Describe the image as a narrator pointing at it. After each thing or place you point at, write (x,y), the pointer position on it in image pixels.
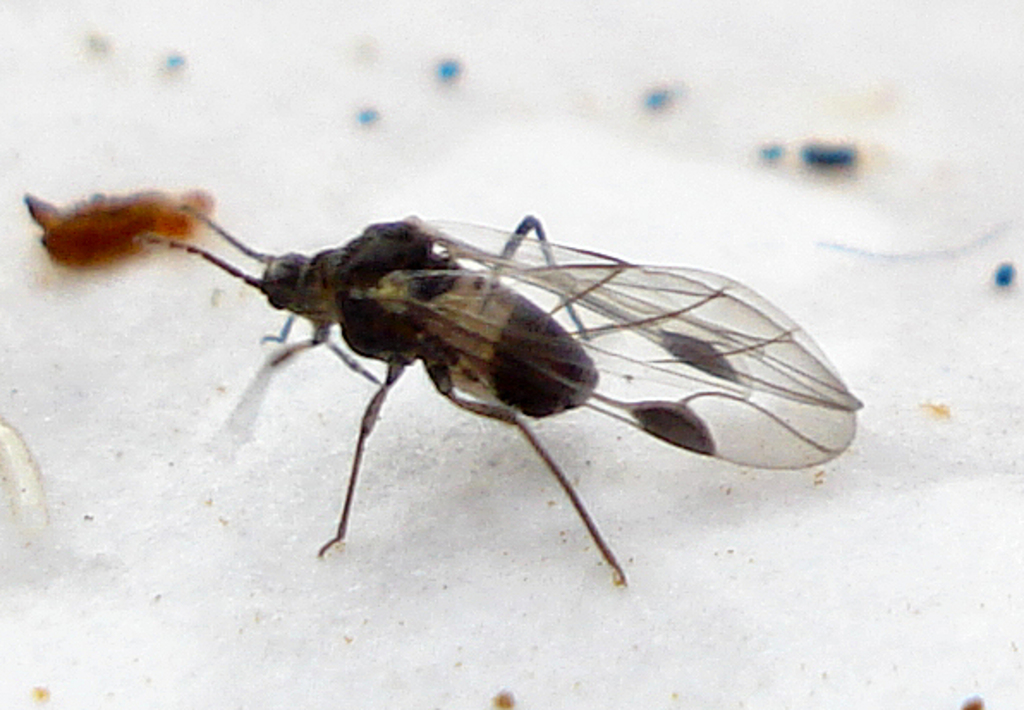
In the picture I can see an insect (505,398) and some other things (174,62) on a white color surface (558,445).
